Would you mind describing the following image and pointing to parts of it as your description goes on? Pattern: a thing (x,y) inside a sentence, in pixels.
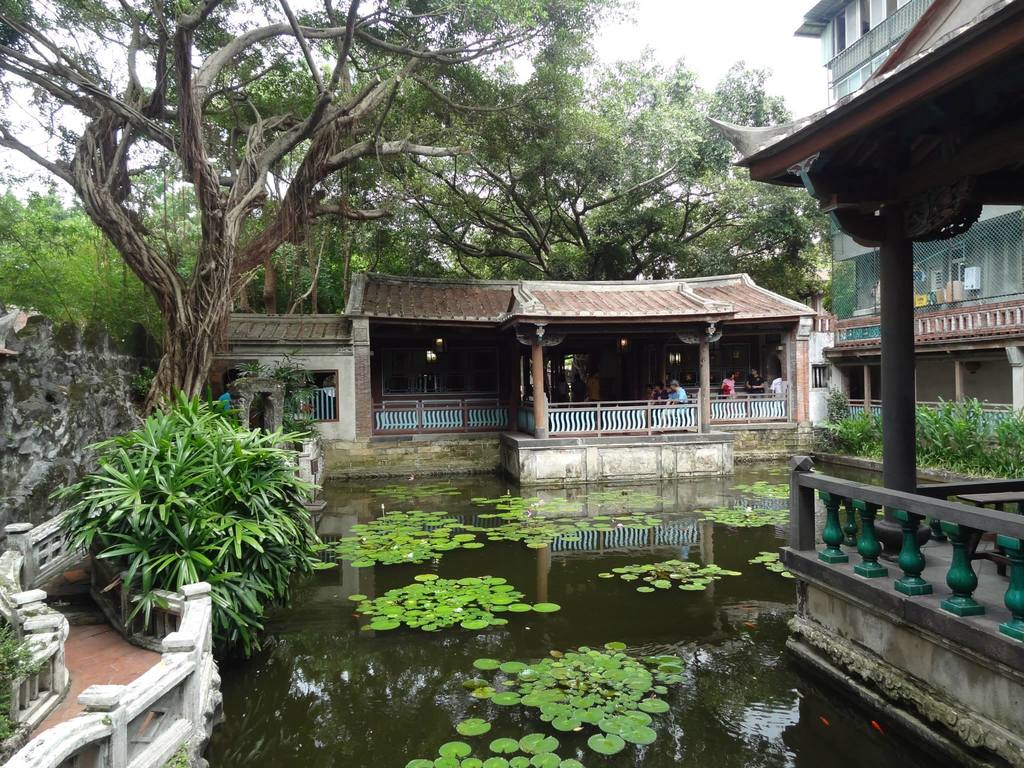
There are trees (551,177) and houses (826,380), this is water (621,633) and a sky (737,55).
